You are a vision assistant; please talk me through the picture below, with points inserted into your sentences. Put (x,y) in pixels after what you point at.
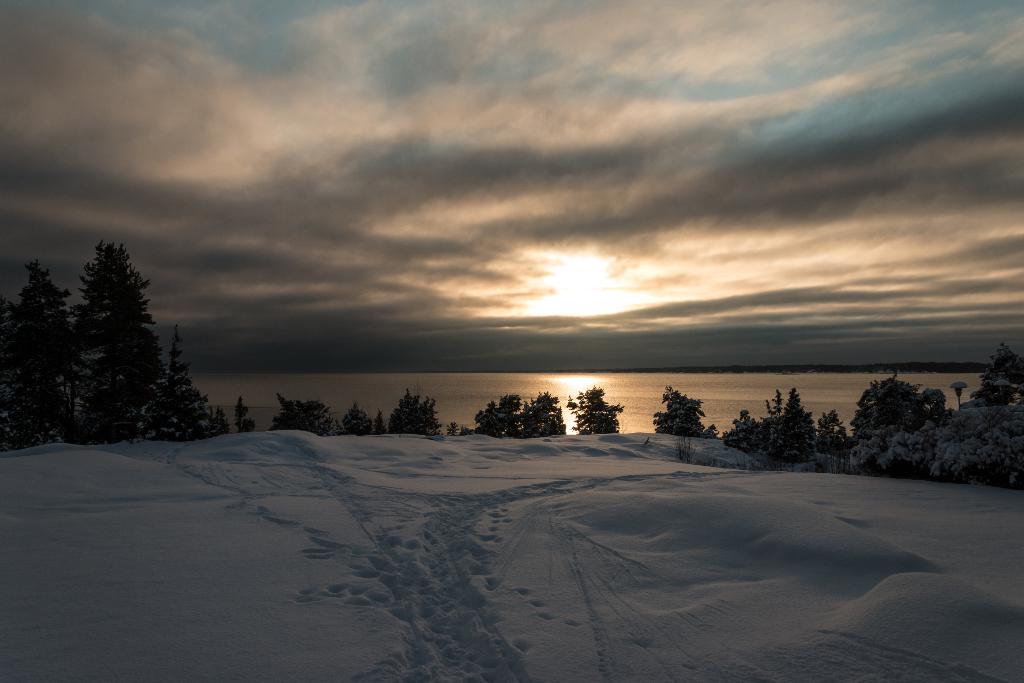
In this picture we can see snow (496,578), few trees (128,360), in the background (798,391) we can see water (615,383) and clouds (815,274).
